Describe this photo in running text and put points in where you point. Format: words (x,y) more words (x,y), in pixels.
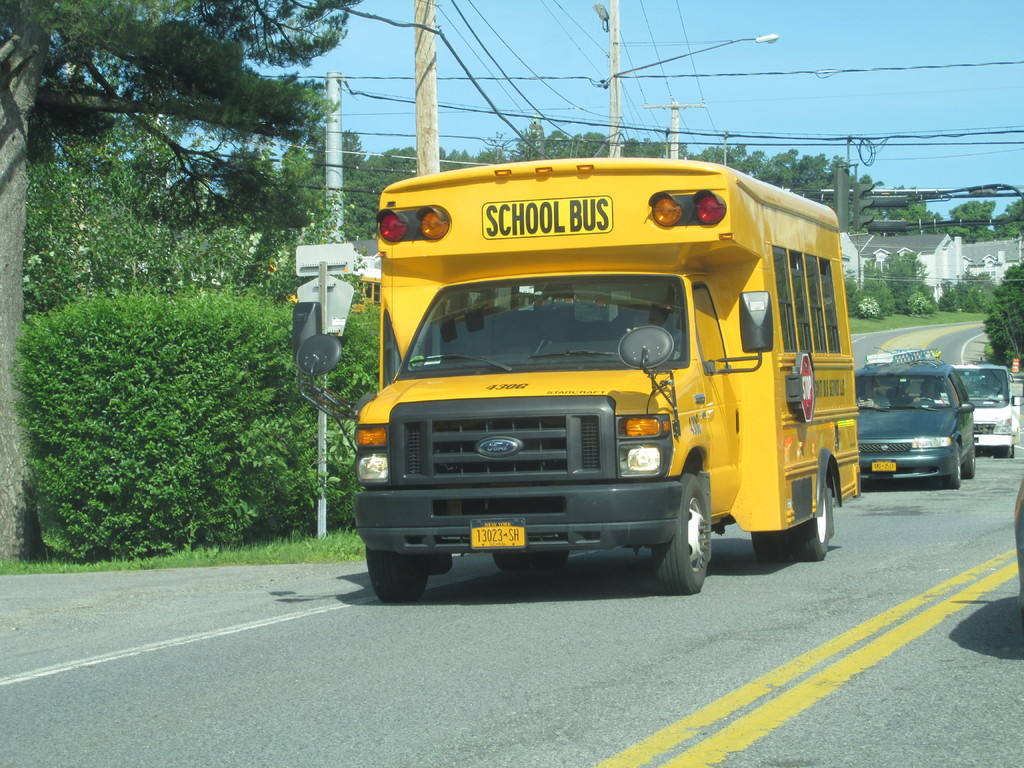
Vehicles (629,372) are on the road (485,761). Here we can see sign boards (314,276). Background (274,278) there are houses (922,256), plants (955,289), trees (295,246) and current poles (613,150). Sky (873,33) is in blue color.
